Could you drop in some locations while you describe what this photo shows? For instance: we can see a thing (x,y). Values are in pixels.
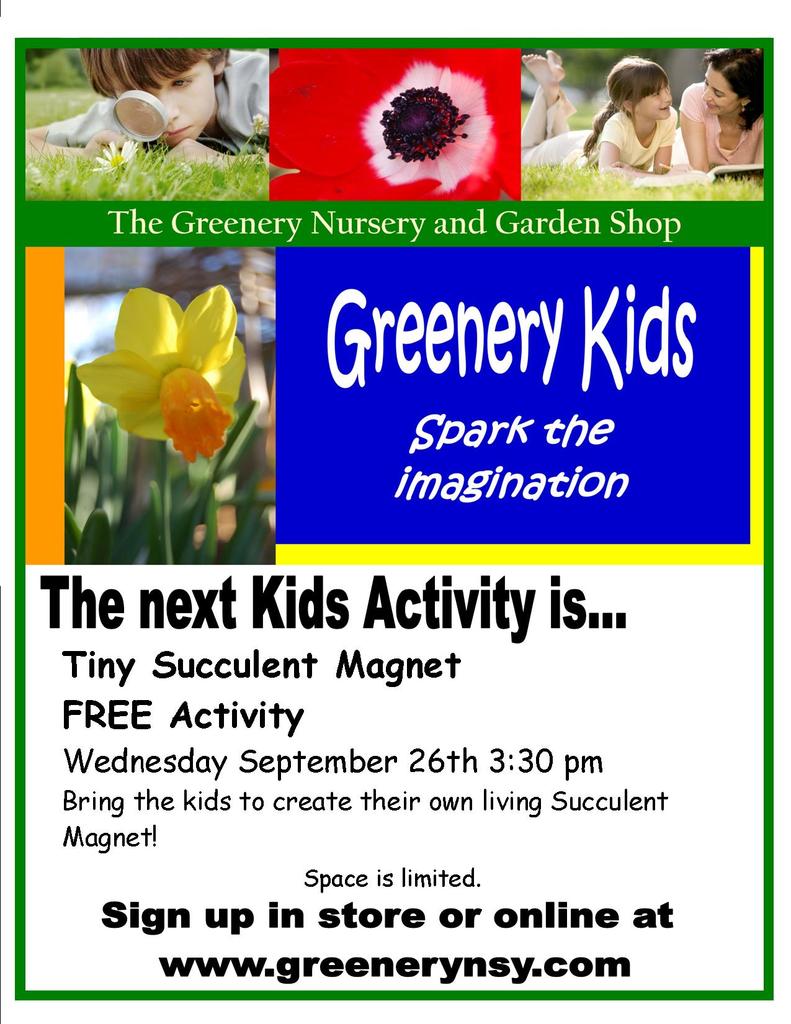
This is the picture of the poster (254,607). In this picture, we see a yellow flower (188,448). The boy (191,110) and the two girls (603,143) are lying on the grass (264,184). At the bottom (518,764), we see some text (515,775) written.
